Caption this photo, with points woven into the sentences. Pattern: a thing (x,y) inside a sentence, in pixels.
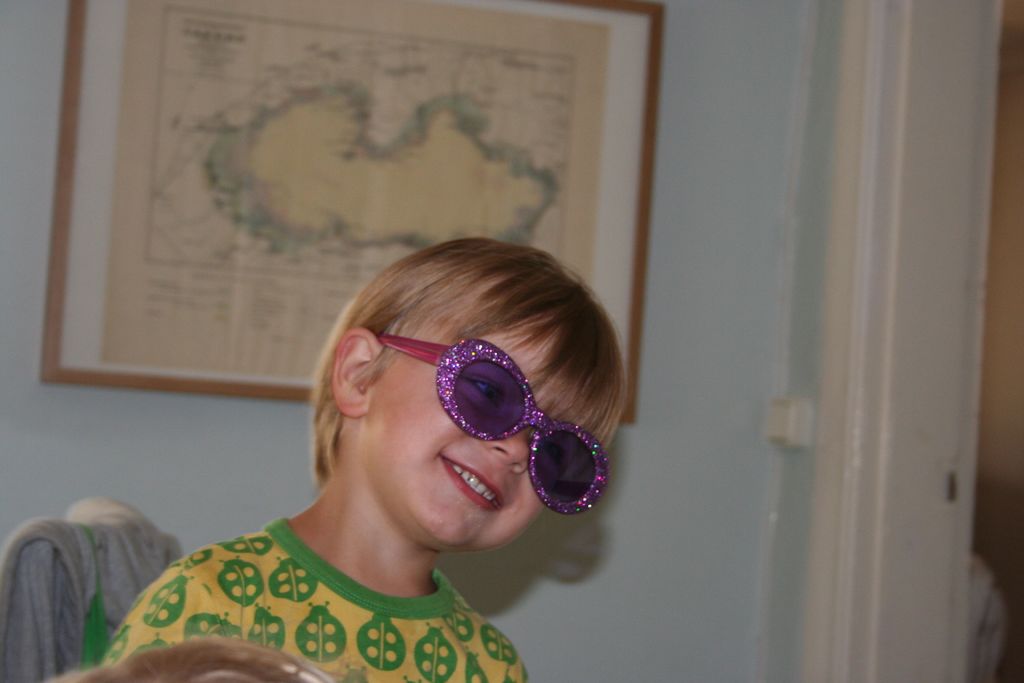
In the picture we can see a child (408,661) sitting on a chair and smiling and wearing a glass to the eyes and in the background (45,384), we can see a wall (655,625) with a photo frame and a map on it.
